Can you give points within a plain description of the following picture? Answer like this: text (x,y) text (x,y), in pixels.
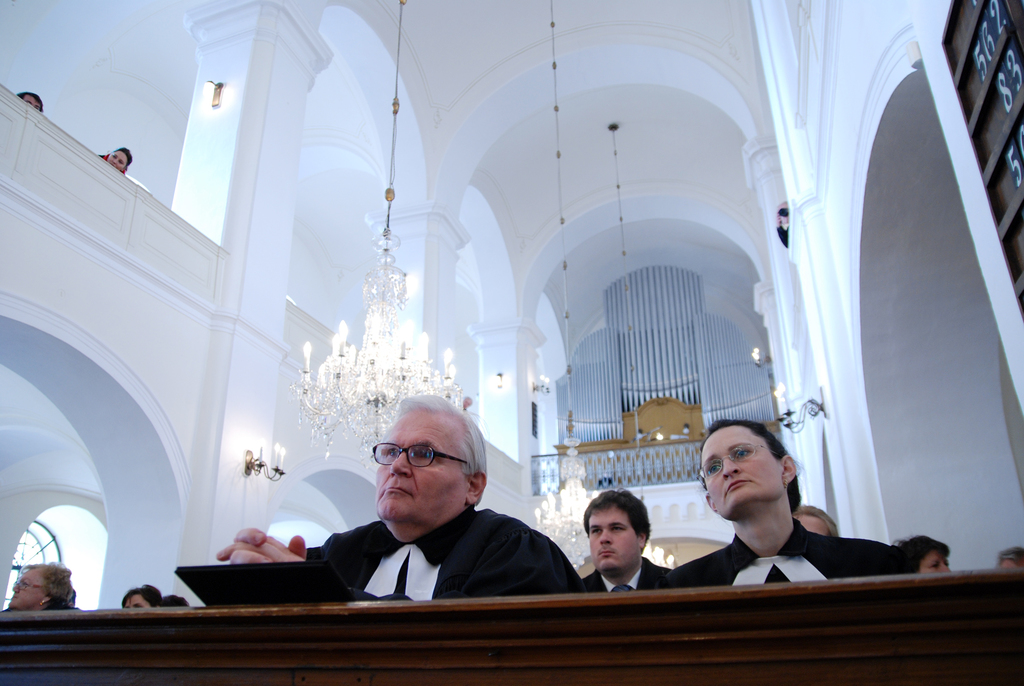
At the bottom of the image (53,629) there is a table (789,622). Behind the table (401,618) there are few people (427,562). In the background (178,467) there are walls (135,322), pillars (814,178), lamps (786,398), arches (671,206) and chandeliers (438,387). In the top right corner of the image (999,68) there is a board (970,71) with numbers (1012,86).
